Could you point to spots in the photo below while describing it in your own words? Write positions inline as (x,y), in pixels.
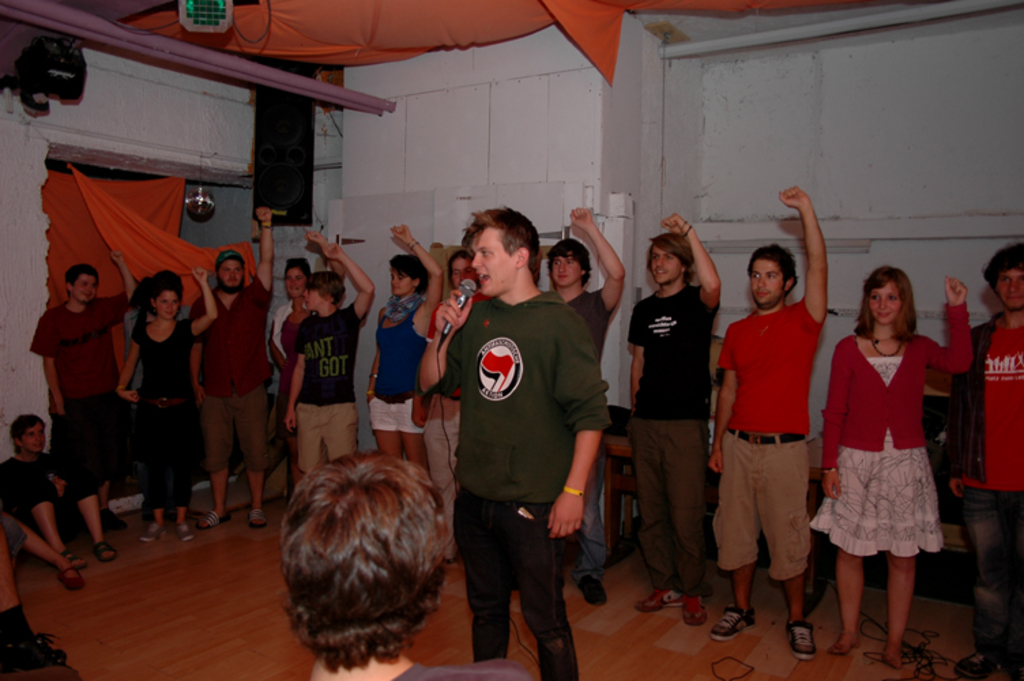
In the picture, a man (431,377) is performing some action he is holding a mic (450,326) in his hand (448,339). Behind the man (466,313) there are group of people (958,384) standing by raising their arm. In the background (375,193) there is a wall (384,156).
